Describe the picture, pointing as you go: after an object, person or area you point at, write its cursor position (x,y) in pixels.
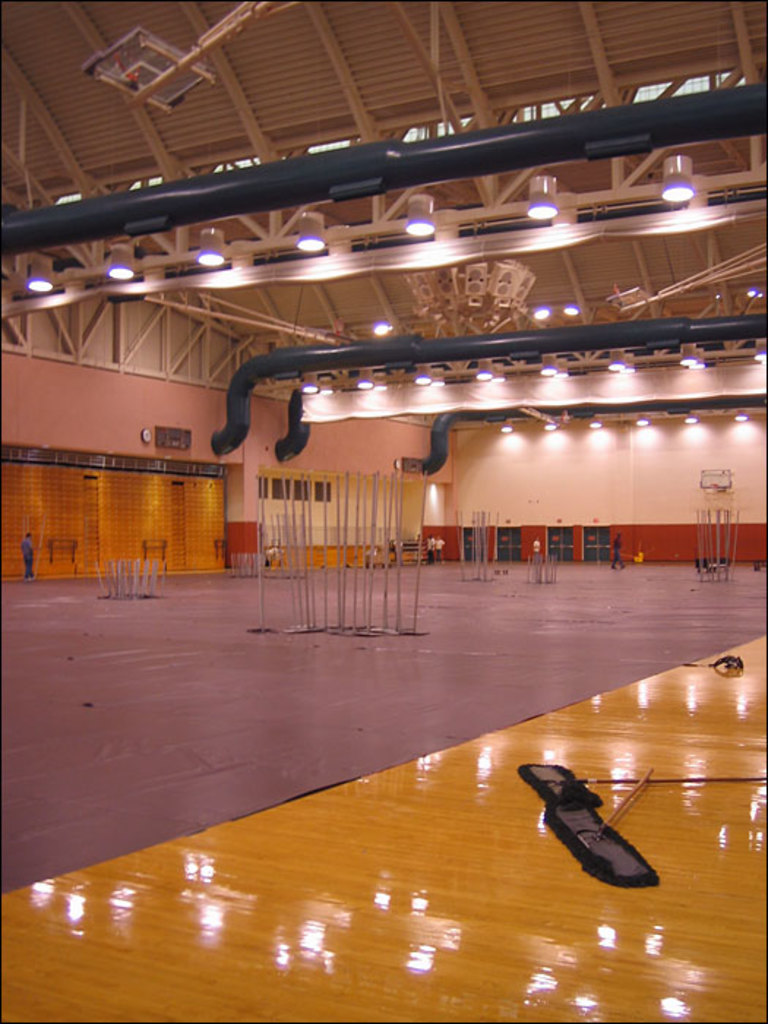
In this image we can see a floor (316,837). On the floor (331,896), mops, carpets (463,635) and some metal sticks (719,539) are present. We can see the lights (665,170) are attached to the roof (487,82) and black color pipes (406,356) are attached to the wall (637,439). In the background (29,560), there are people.
